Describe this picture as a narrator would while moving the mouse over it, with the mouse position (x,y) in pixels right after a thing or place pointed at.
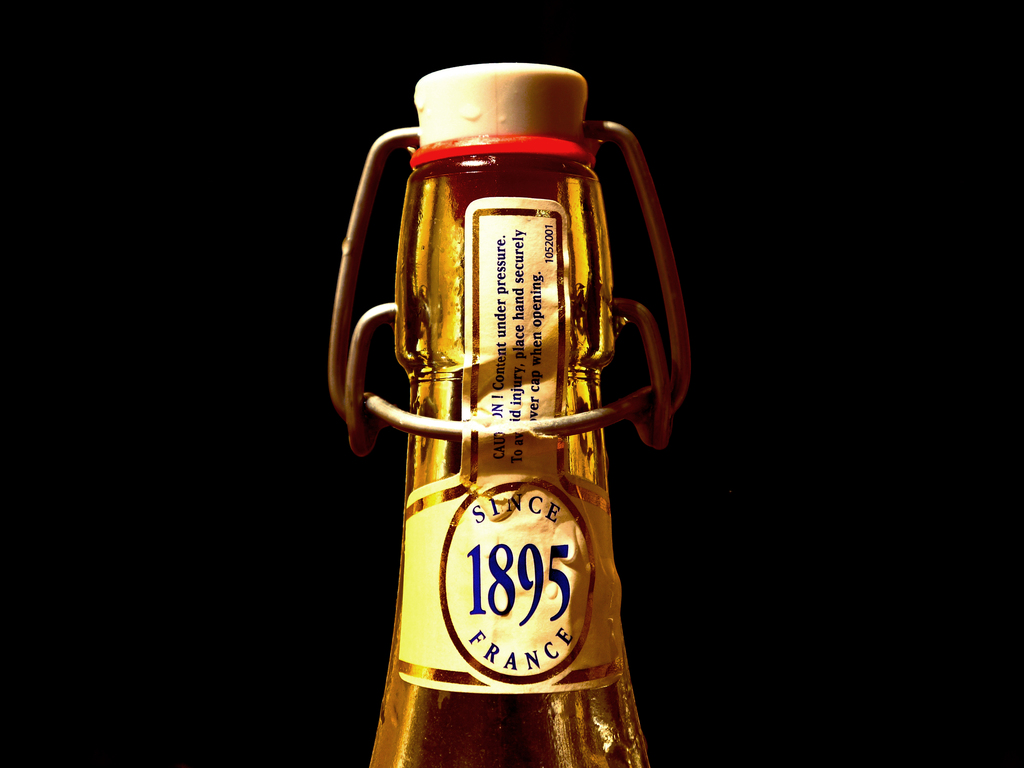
In this picture we can see bottle (559,477) with sticker (496,311) and cap (453,126) and in background (753,99) it is dark.
